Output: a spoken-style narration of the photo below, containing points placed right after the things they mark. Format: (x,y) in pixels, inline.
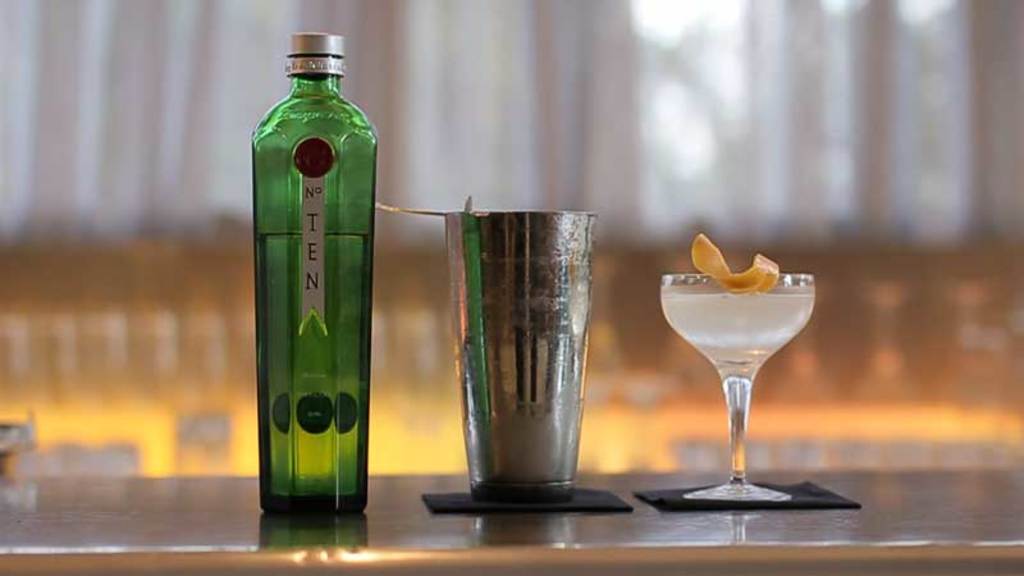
In this image i can see a glass bottle (359,258), a steel glass (537,438) and a wine glass (702,296).
